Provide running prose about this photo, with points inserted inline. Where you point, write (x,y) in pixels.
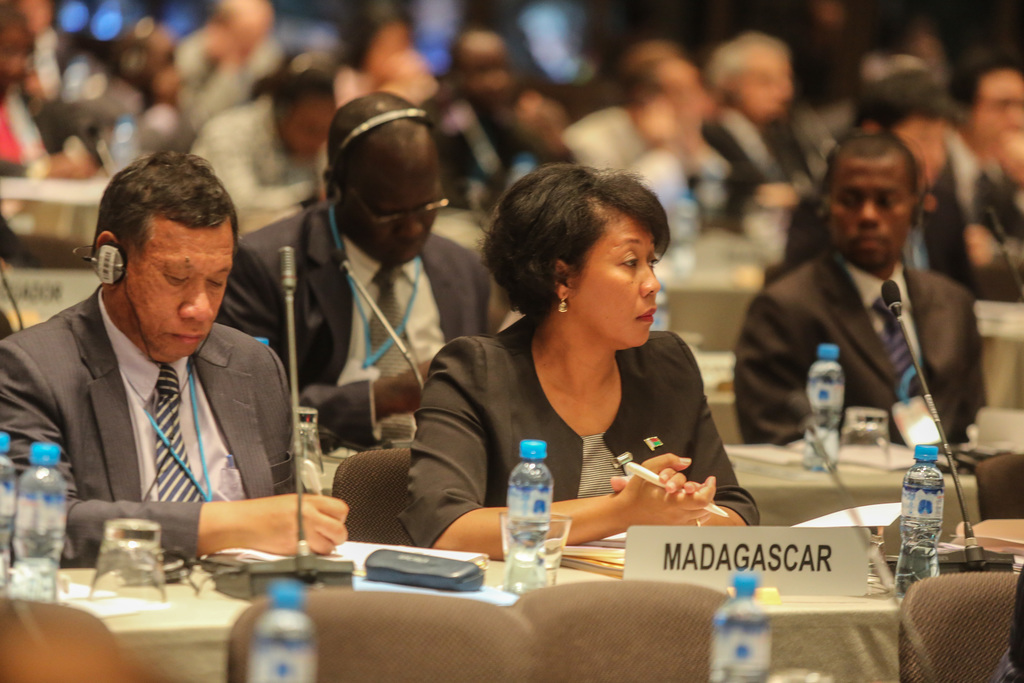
In the image there are many people (664,342) sitting in front of the tables (806,507) and on the tables (170,616) there are mics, bottles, papers (611,552) and other things (425,585). In the picture only three people (473,276) were highlighted and the remaining people (869,222) were blurred.
